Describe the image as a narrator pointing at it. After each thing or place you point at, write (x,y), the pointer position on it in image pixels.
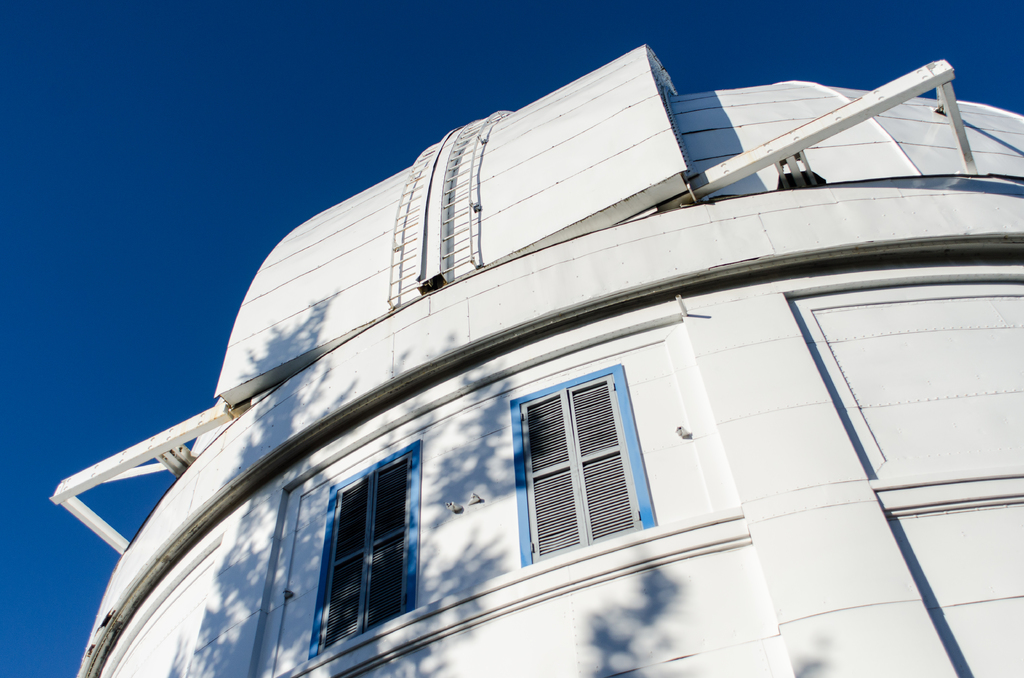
In this picture I can see a building (311,537) with some windows (380,529).
